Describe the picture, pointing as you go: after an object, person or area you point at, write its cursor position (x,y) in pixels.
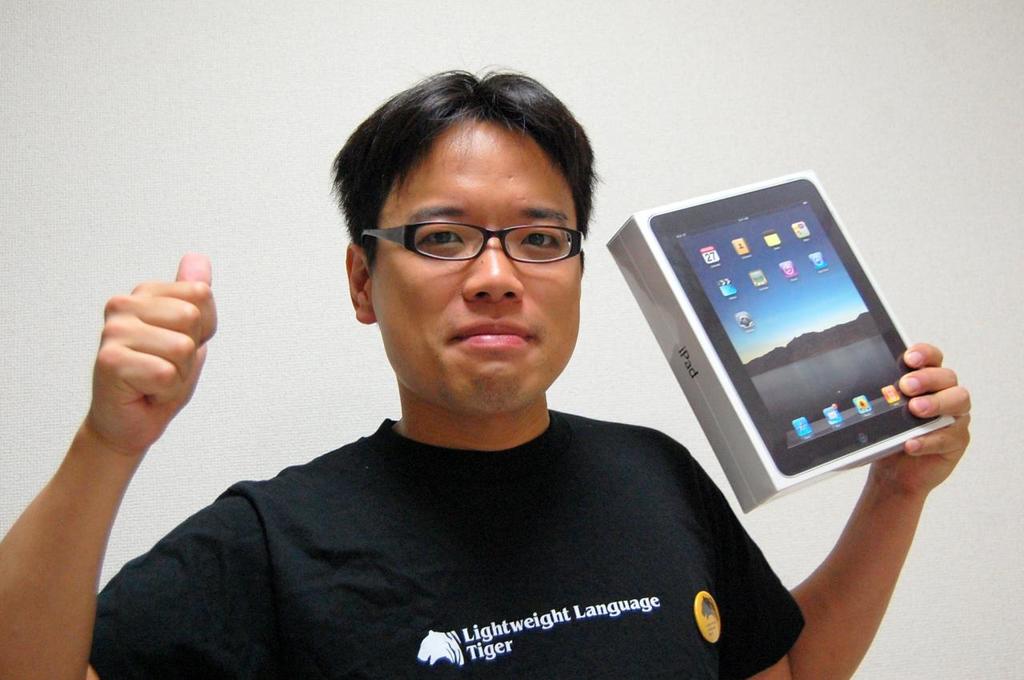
In this picture we can see man (458,430) wore black color T-Shirt (423,467), spectacle (516,240) holding box (714,280) in one hand (924,479) and in background (555,76) we can see wall (332,118).
